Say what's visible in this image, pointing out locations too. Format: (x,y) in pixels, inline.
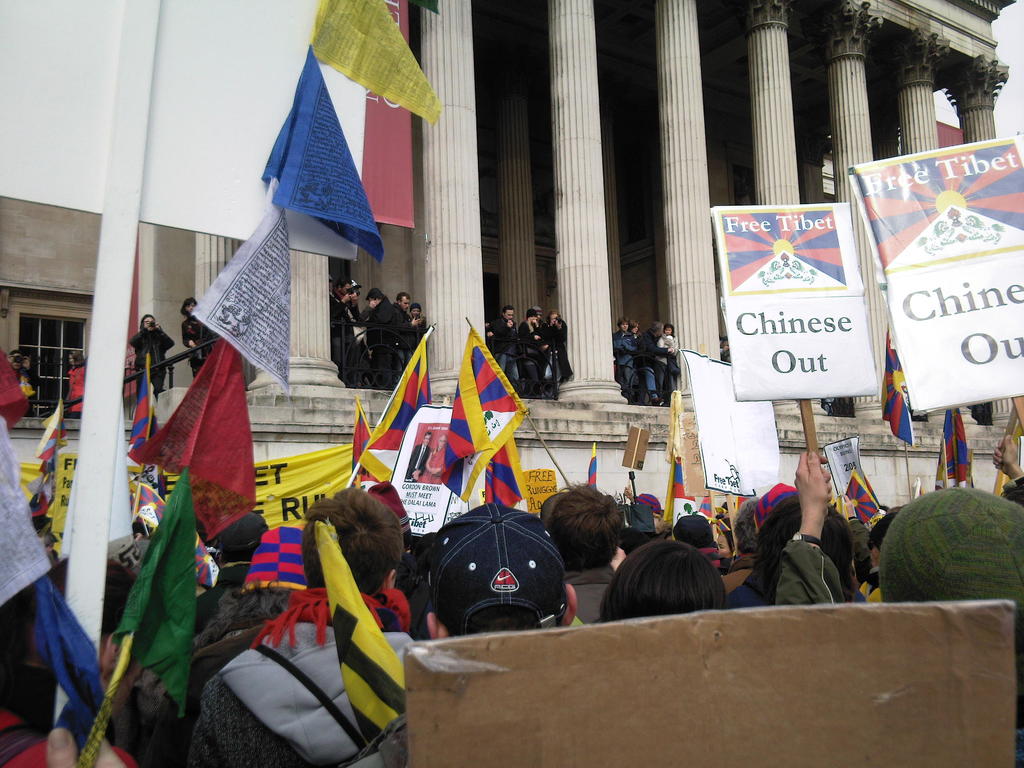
In this image I see number of people (455,613) who are holding boards (762,403) and flags (150,522) in their hands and I see few more people (535,361) over here and I see the building (707,233) and I see something is written on the boards (891,302) and banners (322,475).
